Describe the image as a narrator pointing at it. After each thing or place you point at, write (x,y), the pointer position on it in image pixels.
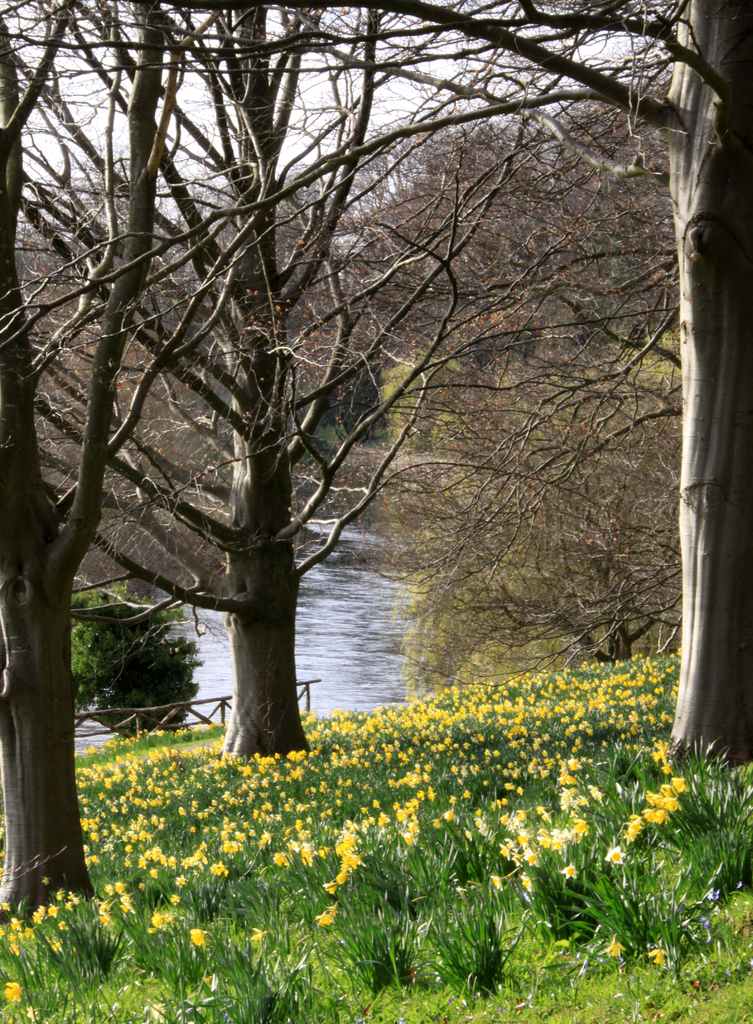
In this image we can see one canal (77,743), some plants (524,687) with flowers (126,909), some dried trees (39,757), some trees (722,405), bushes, plants (441,728) and grass (301,982) on the ground (454,854). At the top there is the sky (103,112).
